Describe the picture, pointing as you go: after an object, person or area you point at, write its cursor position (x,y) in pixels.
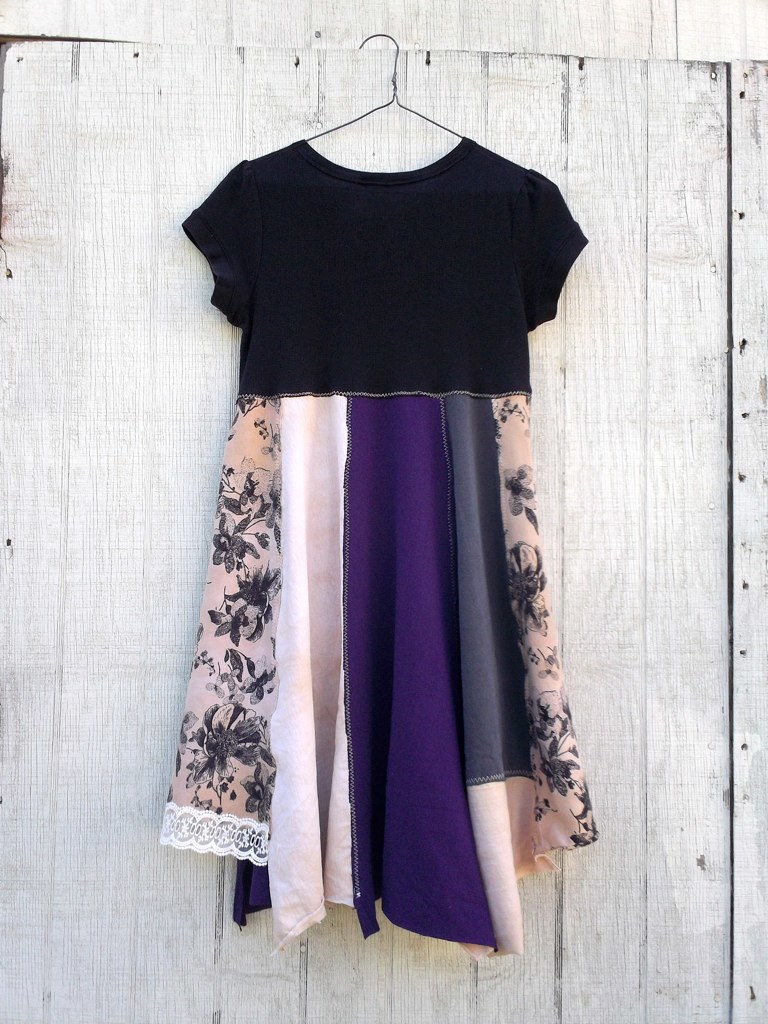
In this image we can see a dress (393,320) and the hanger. In the background (127,186), we can see wooden wall (269,93).
